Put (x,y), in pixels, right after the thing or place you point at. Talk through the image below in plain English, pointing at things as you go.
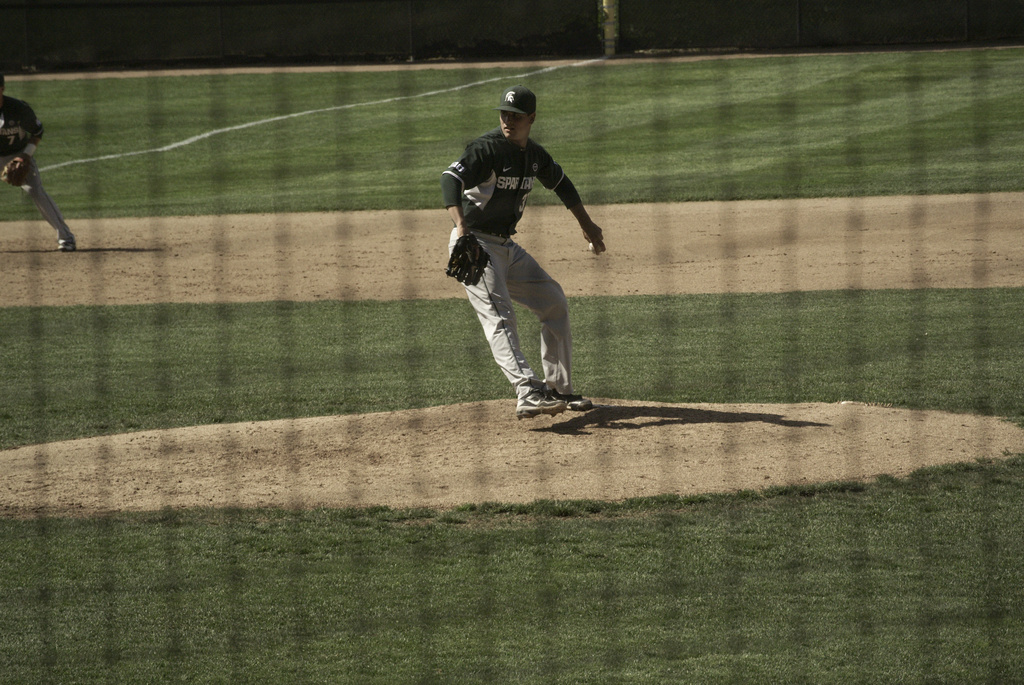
In this image there is a person (535,272) standing and holding a ball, and there is another person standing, and at the background (173,314) there is grass (695,93).
